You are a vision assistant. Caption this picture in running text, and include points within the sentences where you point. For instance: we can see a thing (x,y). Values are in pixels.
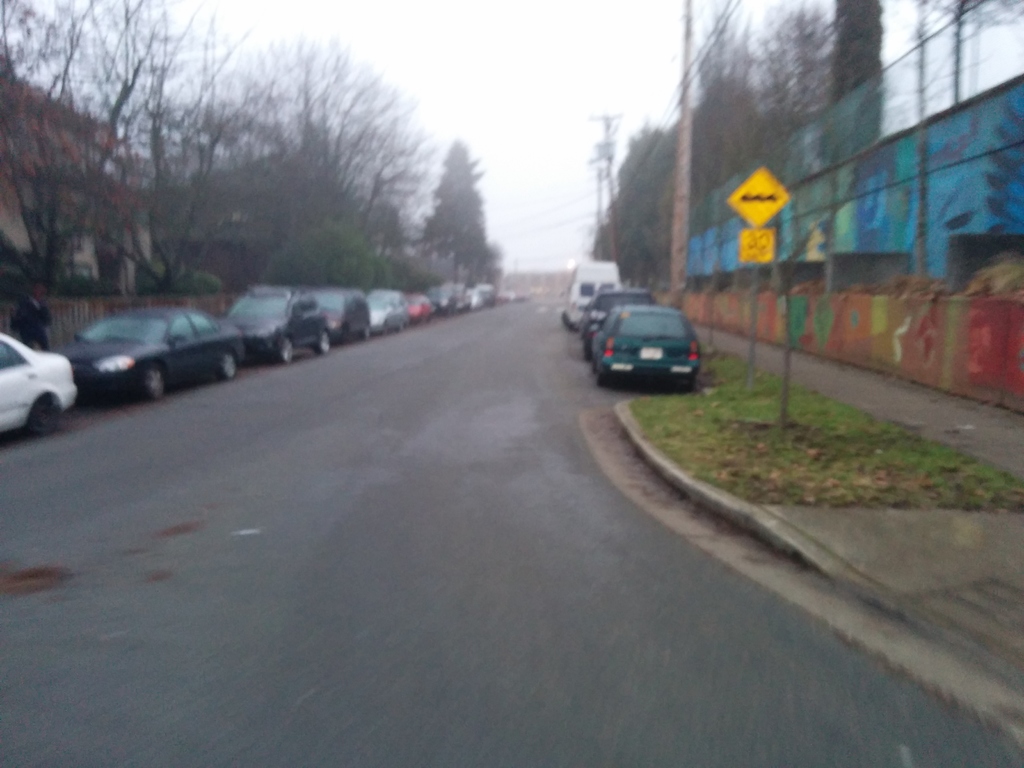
In this picture we can see vehicles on the road (336,609) and in the background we can see buildings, trees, poles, boards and the sky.
